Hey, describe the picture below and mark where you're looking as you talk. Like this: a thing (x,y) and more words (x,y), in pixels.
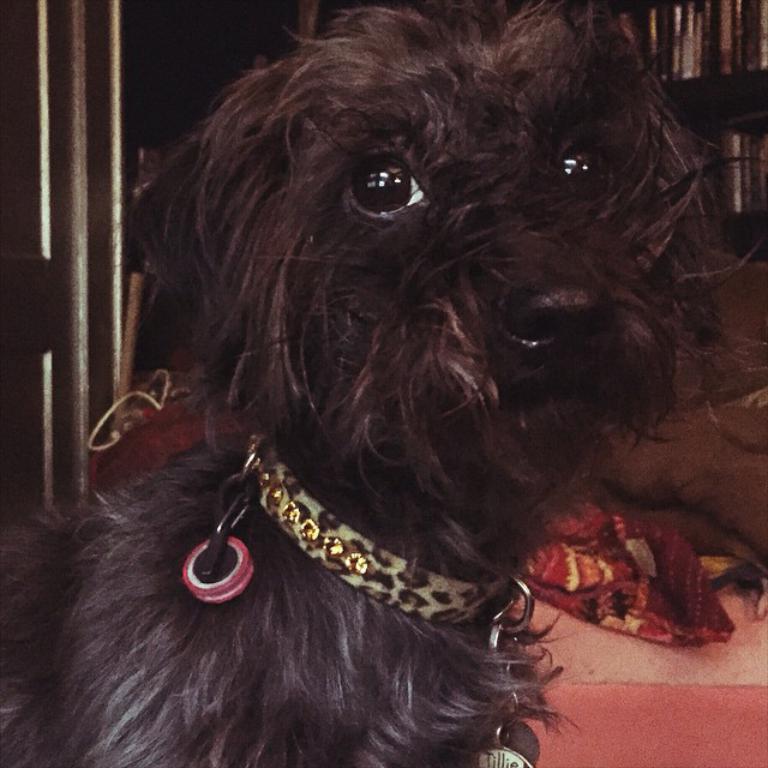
In the center of the image (267,475) there is a dog (644,379) with a belt (345,559) around its neck (434,659). In the background of the image (626,621) there is a cloth (666,558).
